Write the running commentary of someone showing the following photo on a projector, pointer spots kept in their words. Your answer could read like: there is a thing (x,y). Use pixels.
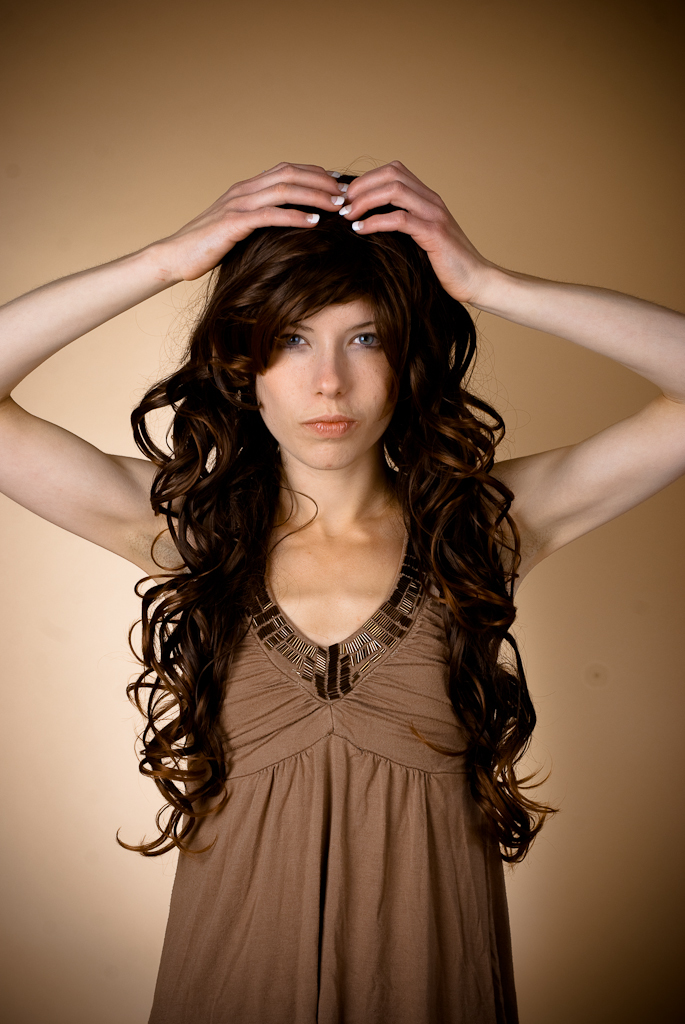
There is a woman (409,231) placing both hands (419,181) on her head (408,260) and standing. And the background (76,916) is cream in color.
